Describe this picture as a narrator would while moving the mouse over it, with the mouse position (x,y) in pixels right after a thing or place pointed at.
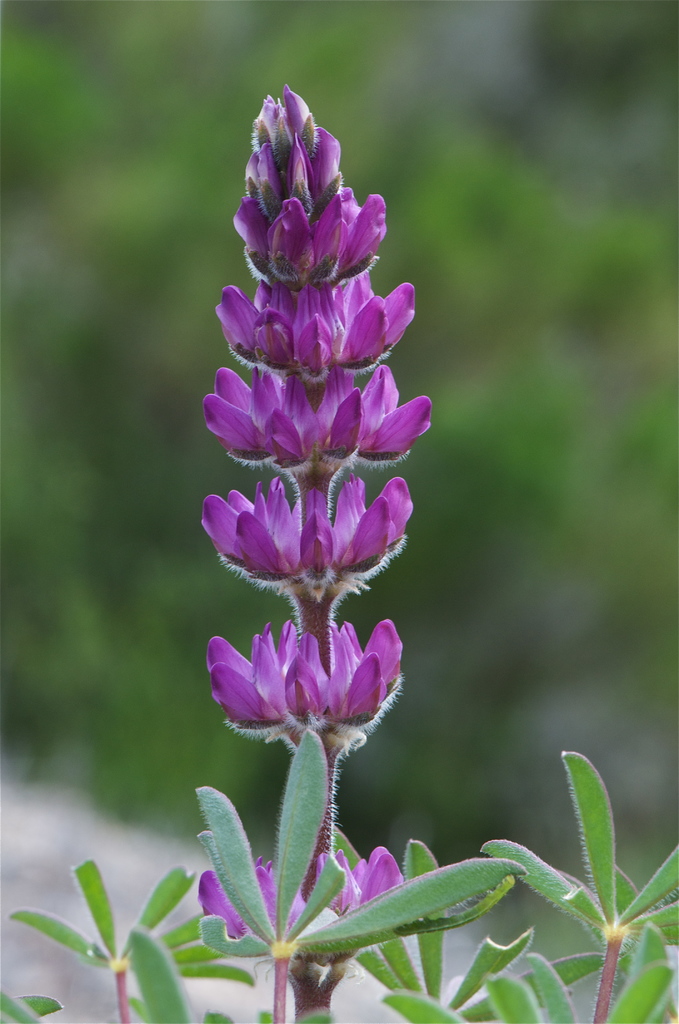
In front of the image there is a flower (277,564) with leaves (254,921) and stems (308,895), behind the flower (367,725) the image is blurred.
